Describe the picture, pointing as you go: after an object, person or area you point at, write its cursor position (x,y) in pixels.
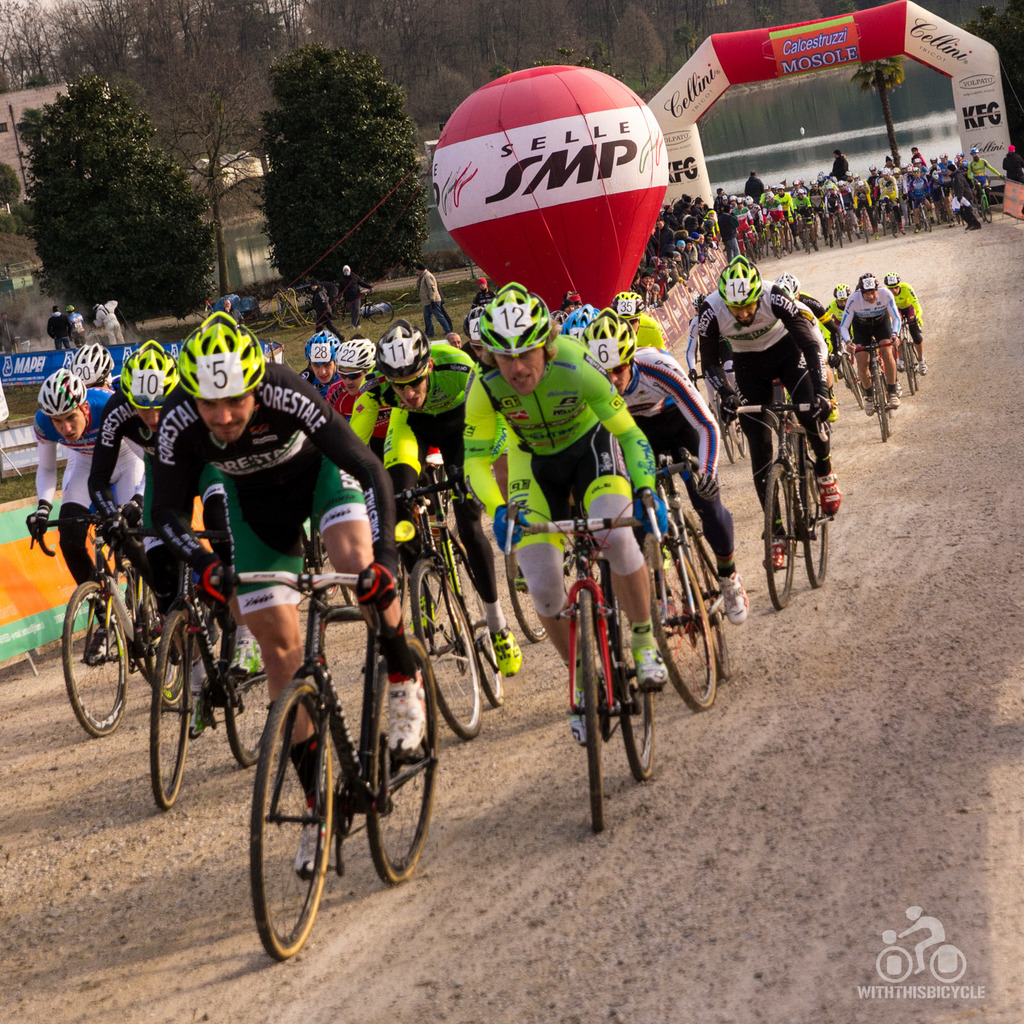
In the image it looks like some competition, many people (786,377) are riding bicycles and behind them there are trees (177,254), few other people (419,283), banners (70,365), a balloon (591,274) and a water surface (768,122).
